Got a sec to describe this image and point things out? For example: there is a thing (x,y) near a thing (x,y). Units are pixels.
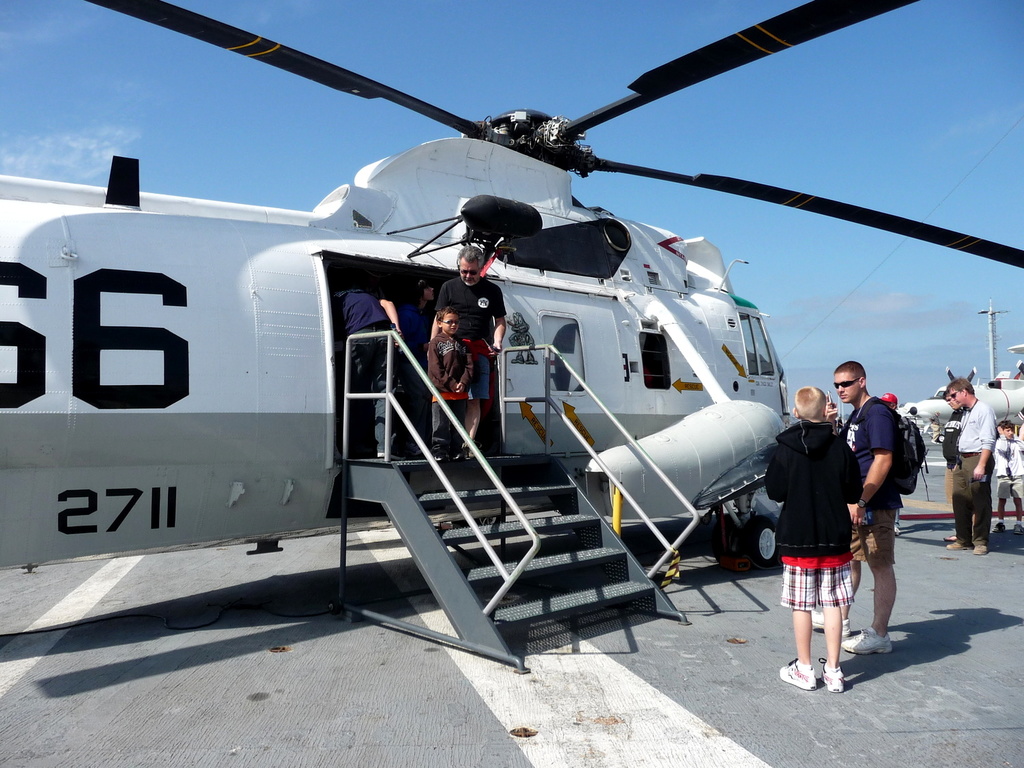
In this image I can see an aircraft (687,442). I can see some people (811,421). In the background (860,300), I can see the clouds (851,309) in the sky (852,228).
